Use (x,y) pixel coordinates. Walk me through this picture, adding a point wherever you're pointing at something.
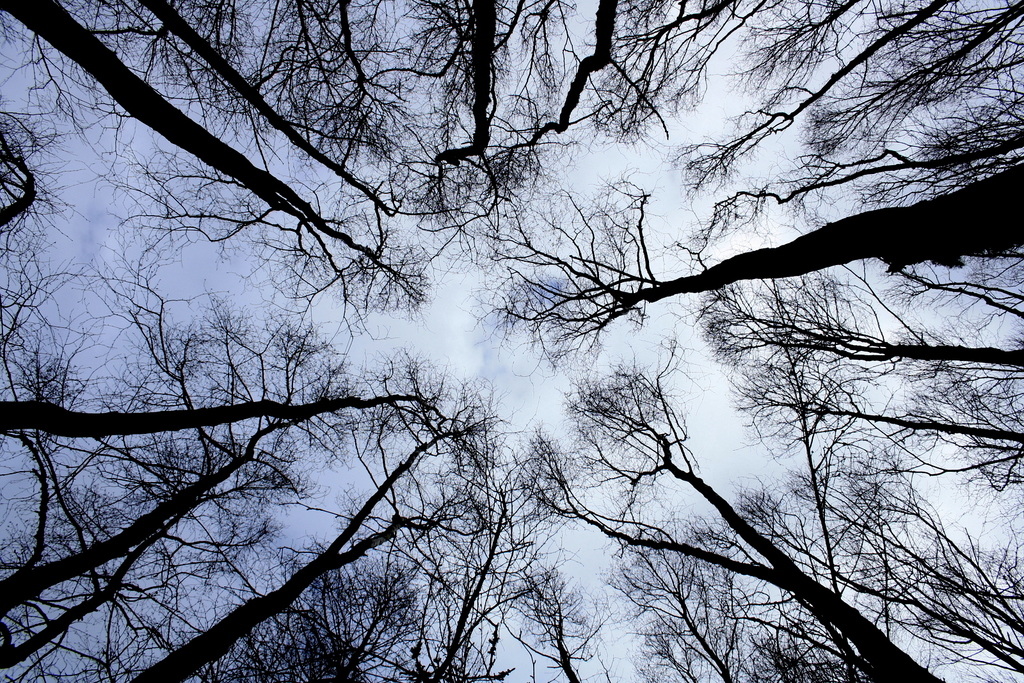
In this image I can see few dried trees (746,276), background (343,499) the sky (533,274) is in white and blue color.
